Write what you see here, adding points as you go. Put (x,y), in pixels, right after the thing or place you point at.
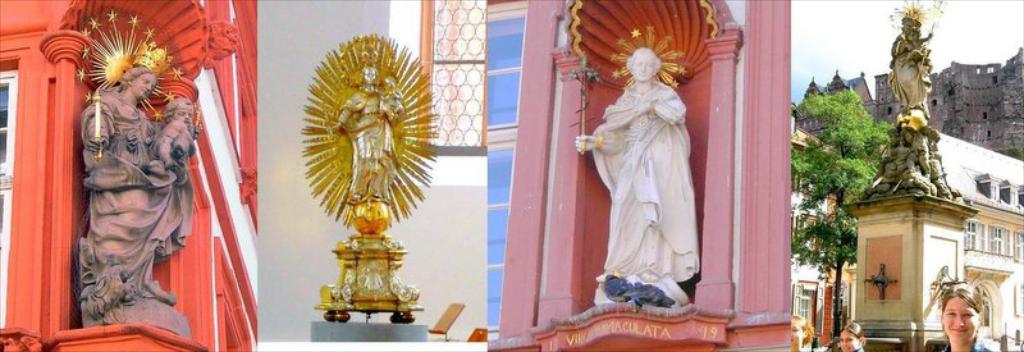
This is a collage image of different statues (370,189).
